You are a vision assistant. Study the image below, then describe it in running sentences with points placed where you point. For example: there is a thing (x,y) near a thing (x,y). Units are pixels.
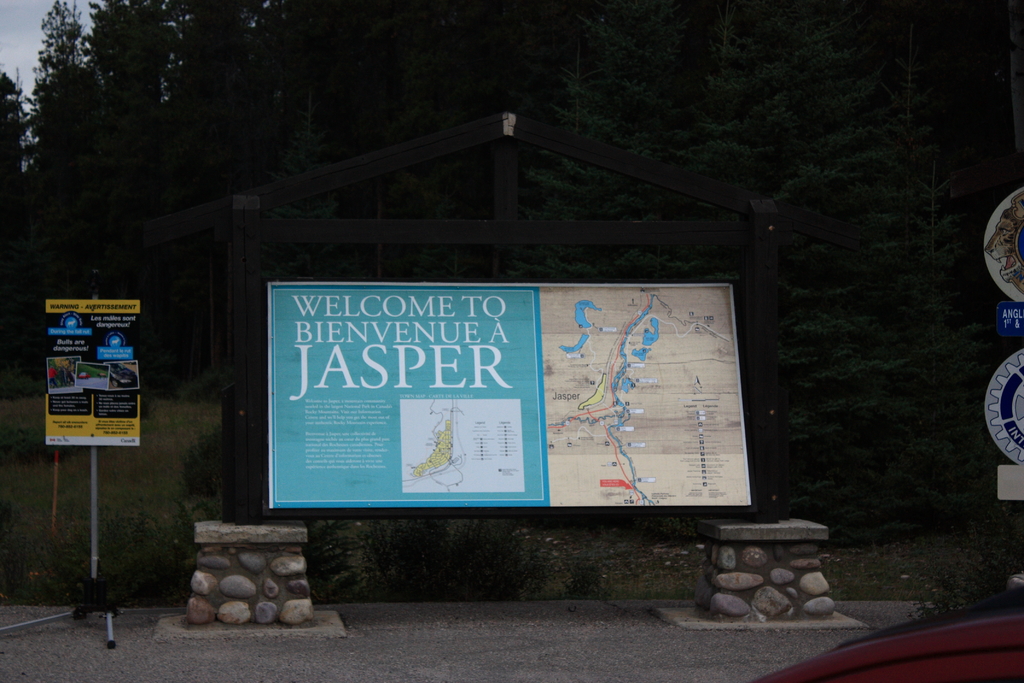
In the foreground of this image (423,367), there is a banner (486,440) and a wooden beam (435,236). On the bottom (312,676), there is the road (440,651). There are board (997,280) on the either side of the image. In the background (475,56), there are trees (70,68) and the sky (22,47).
